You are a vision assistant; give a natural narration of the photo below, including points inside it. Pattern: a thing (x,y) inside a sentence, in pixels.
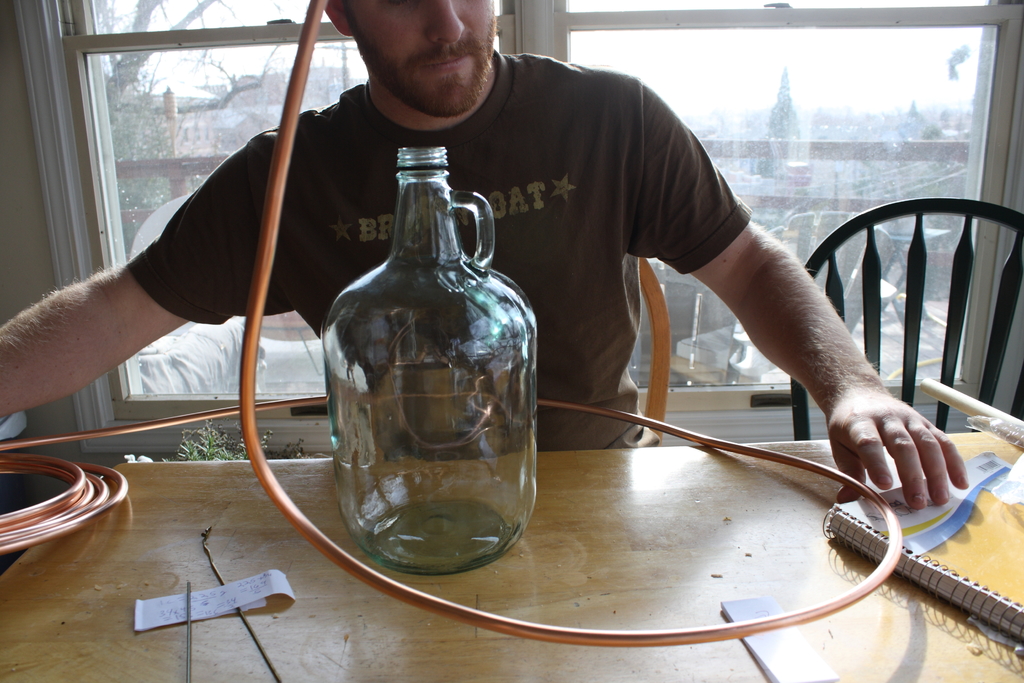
This person (517,147) is sitting on a chair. On this table (518,608) there is a pipe (56,507), jar (335,479) and book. From this window (857,123) we can see trees (787,143) and building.
